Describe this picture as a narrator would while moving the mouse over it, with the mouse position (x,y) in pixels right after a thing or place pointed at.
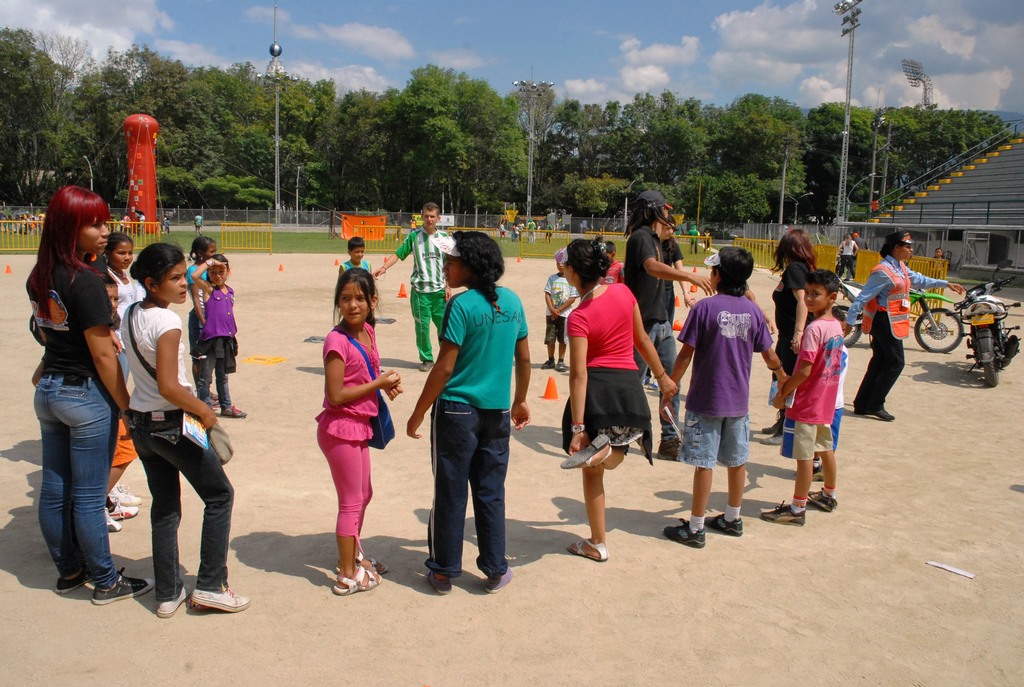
In this image there is a group of persons (430,401) standing in the bottom of this image (461,492). There is a fencing (238,236) in the middle of this image (395,242). there are some trees (479,206) in the background (522,167). There is a sky (607,44) on the top of this image (539,27). There are some poles (845,186) as we can see on the top of this image (531,170). There are two motorbikes (975,308) as we can see on the right side of this image (938,339).
